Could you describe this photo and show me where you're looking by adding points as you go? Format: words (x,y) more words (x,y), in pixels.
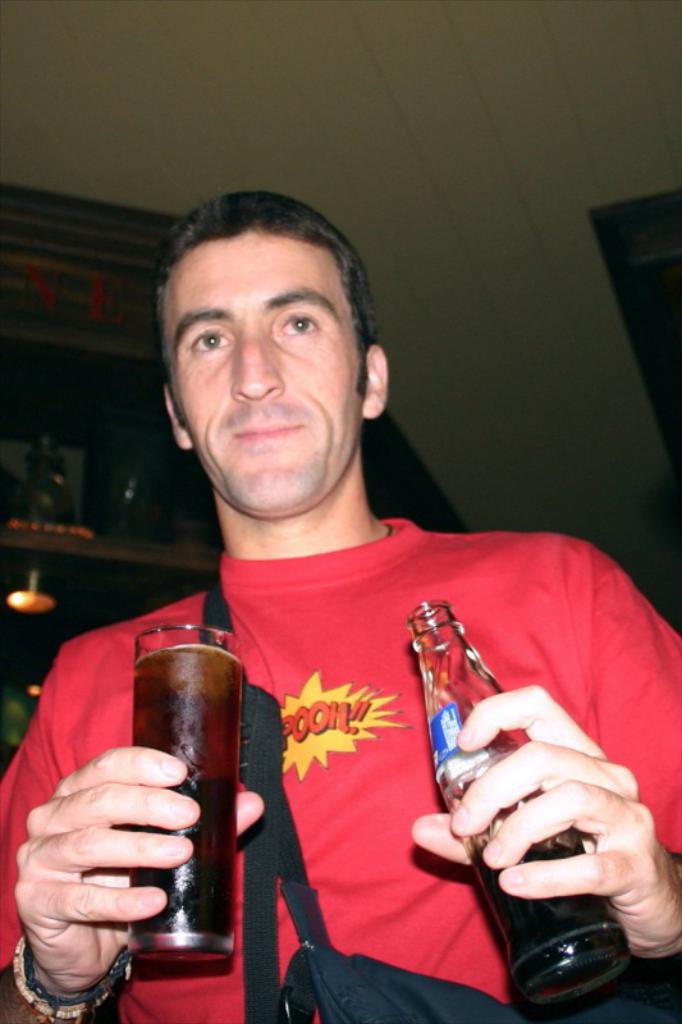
In picture a person (342,784) is holding a glass (205,681) and a bottle (480,851) with the liquid (498,878) in it we can also see a shelf (46,416) near to him and a light (18,596) in the shelf (67,553).
